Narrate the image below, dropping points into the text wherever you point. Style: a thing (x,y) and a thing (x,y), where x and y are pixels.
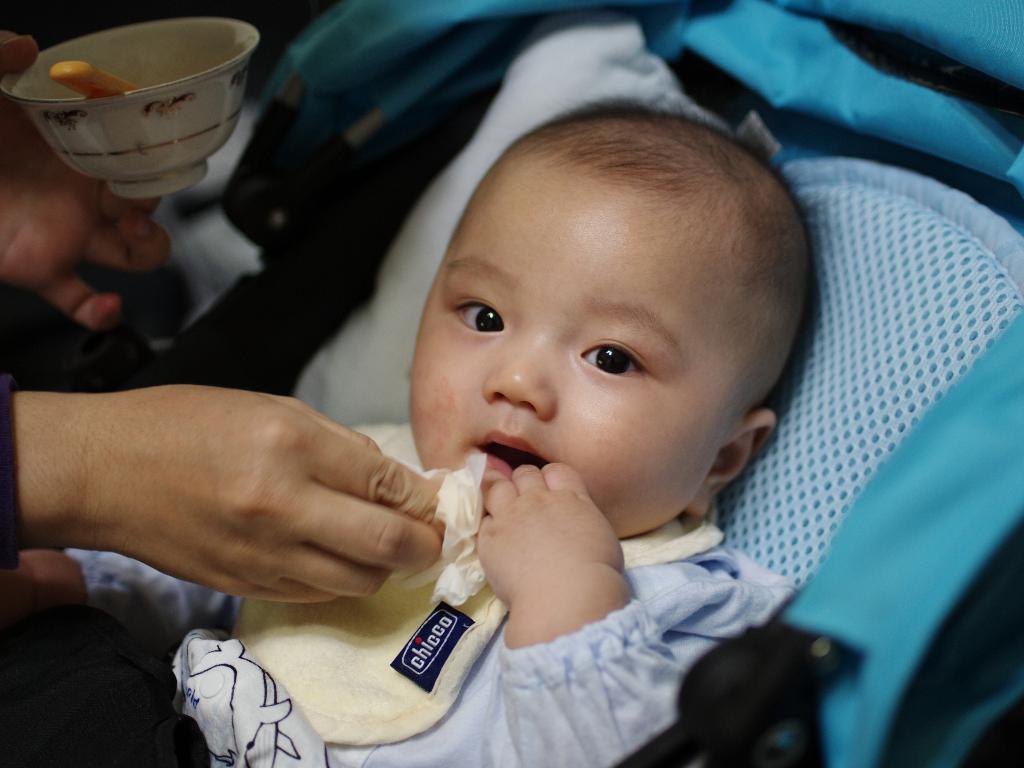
In this picture, we see a baby (630,504) in white dress (589,683) is in the baby trolley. Here, we see a woman (242,481) is wiping the mouth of the baby (485,488) with the tissue paper (442,562) and she is holding a white bowl (136,108) and a spoon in her hand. This baby trolley (761,479) is in blue color.
